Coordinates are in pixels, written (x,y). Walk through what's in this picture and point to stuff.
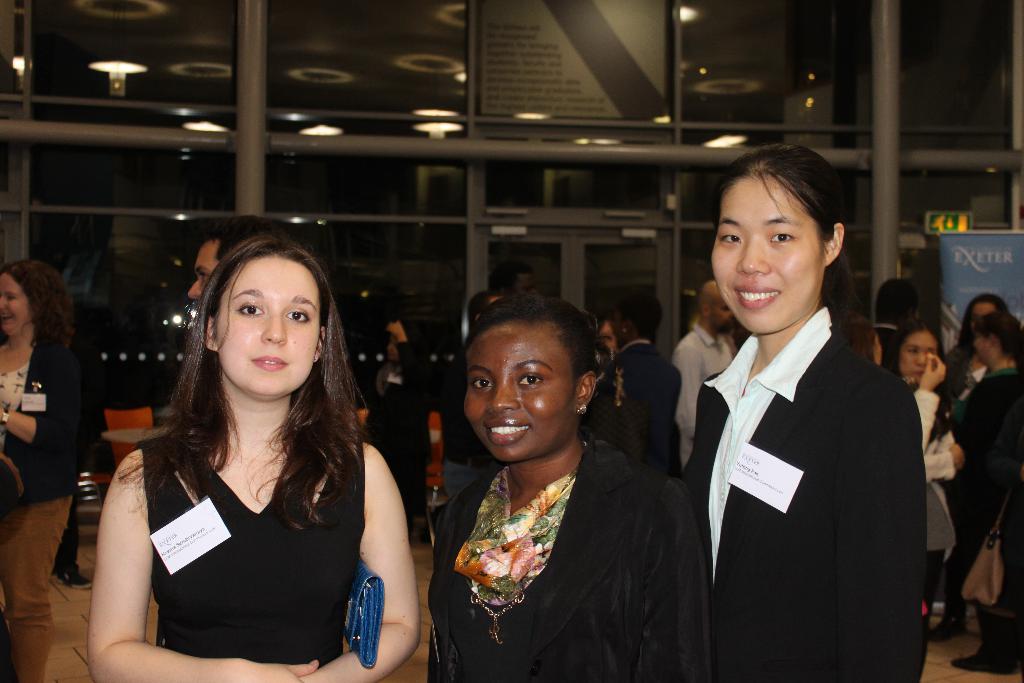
This picture is taken inside the room (979,545). In this image, in the middle (511,436), we can see three women (699,498) are wearing a black color dress (686,612) and standing. On the left side (339,487), we can see a woman (359,522) wearing a black color dress (358,551) and holding a blue color purse (349,613) in her hand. In the background (65,410), we can see a group of people (954,347), glass (397,268), door (626,290), glass window (693,105) and a board (571,87). At the top (344,22), we can see a roof (339,22) with few lights (687,14).
